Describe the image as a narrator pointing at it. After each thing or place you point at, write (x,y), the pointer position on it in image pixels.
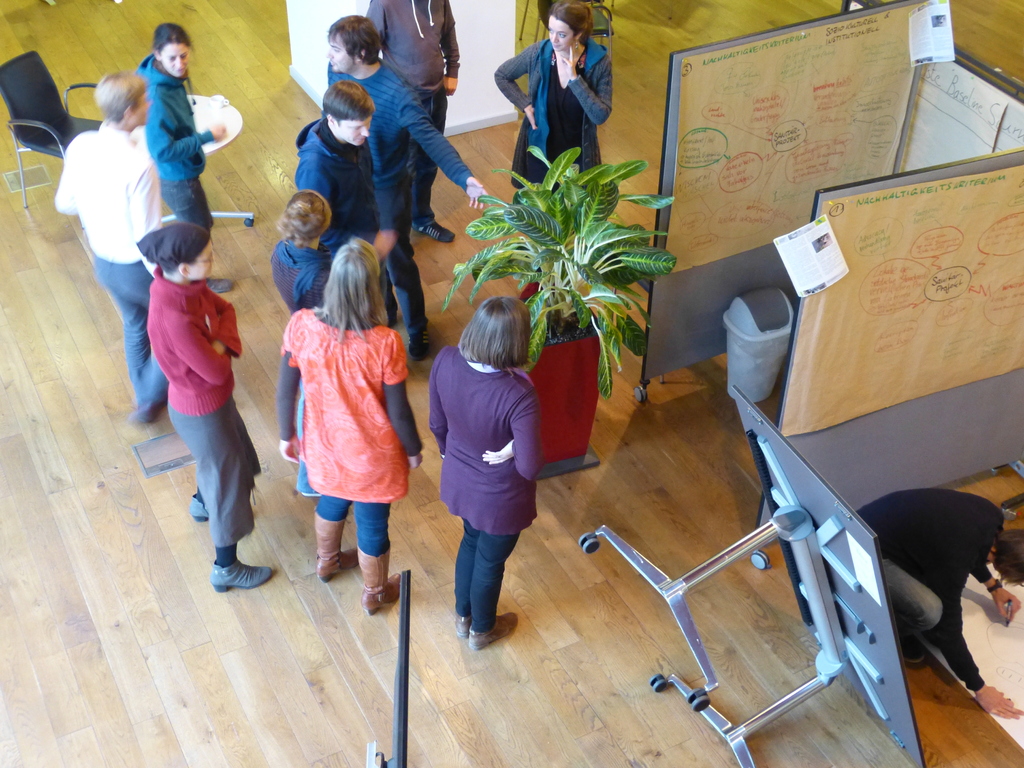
In the picture I can see some group of people (353,376) are standing, side we can see chairs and potted plant (596,376), boards (674,363) and one person (947,594) is sitting on the floor (480,150) and drawing on the chart (985,626).
